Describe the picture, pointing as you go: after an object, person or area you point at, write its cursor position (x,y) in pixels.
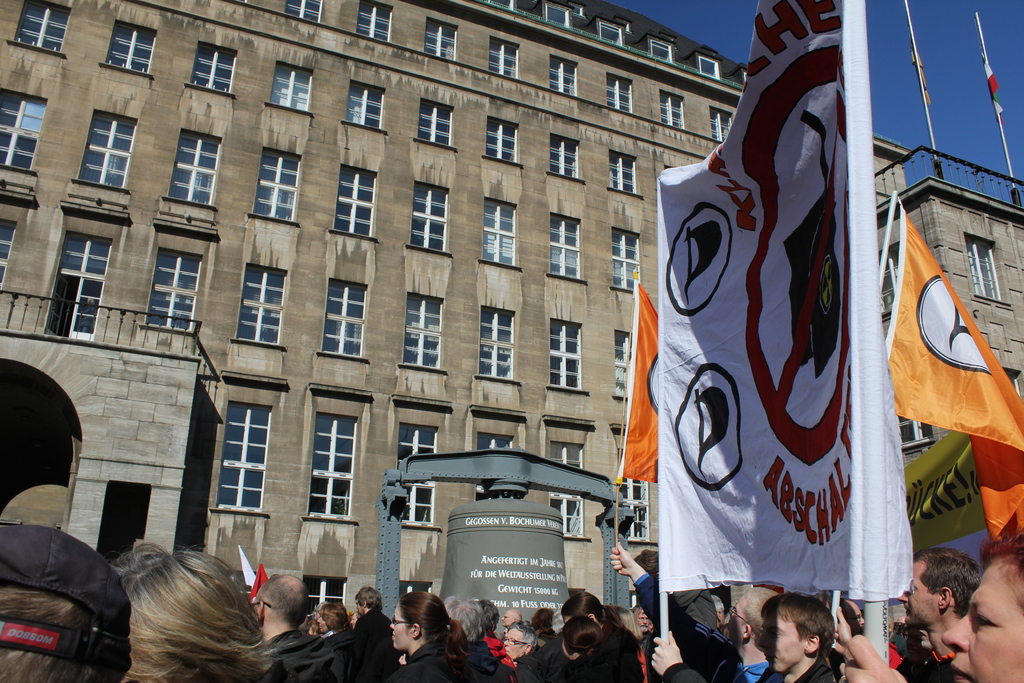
In this image I can see a building (326,556), in front of building (326,556) there is crowd (855,636) and person (996,545) holding a banner (716,371) in the top right (920,26) I can see two poles (916,72) and the sky (938,50).
